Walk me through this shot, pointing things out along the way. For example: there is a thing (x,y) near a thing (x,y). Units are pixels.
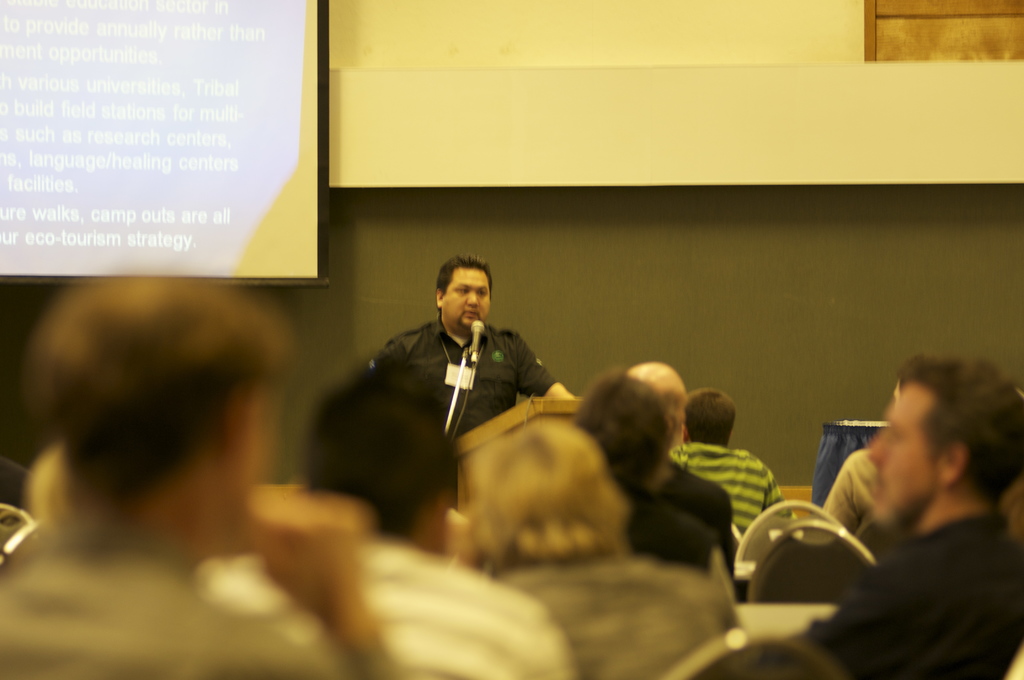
At the bottom of the image (68,479) there are people (54,569) sitting on chairs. There is a person (458,281) standing talking in mic (454,399). In the background of the image (494,234) there is a wall (816,88). There is a projector screen (237,255).
